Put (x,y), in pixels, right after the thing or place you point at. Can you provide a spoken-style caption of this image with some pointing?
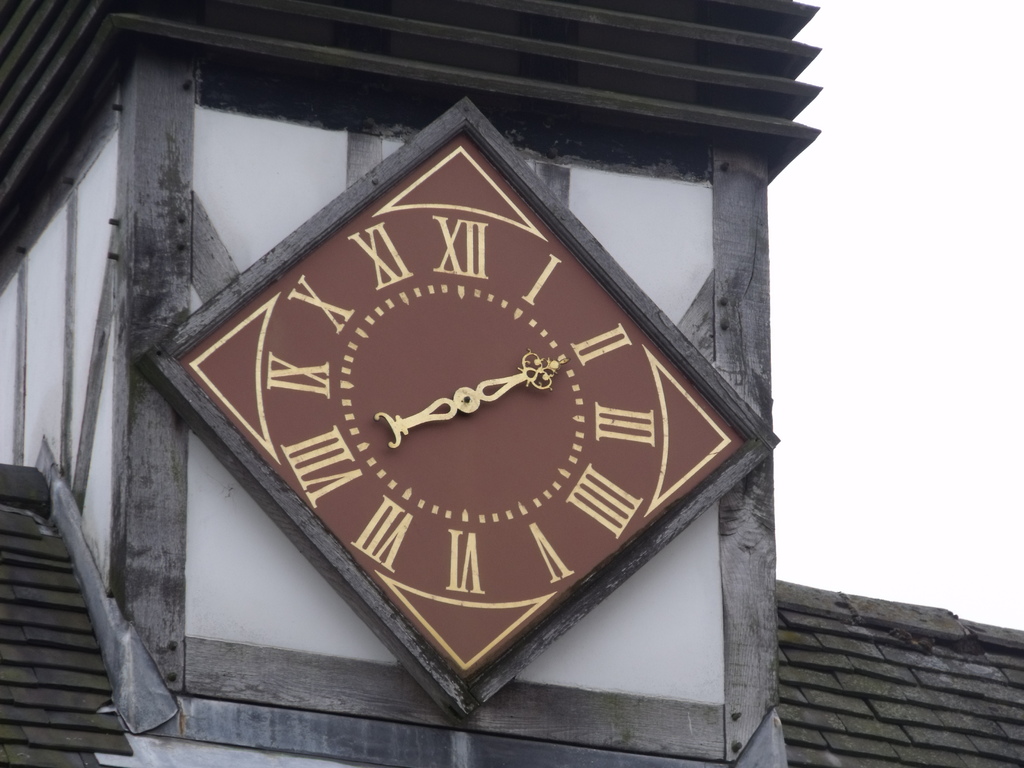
Here we can see a clock (474,388) on a platform (677,253) in the middle (572,409) and on the left (32,601) and right side (768,755) at the bottom (812,763) we can see the roof (896,734). On the right side (779,189) we can see the sky (835,315).
